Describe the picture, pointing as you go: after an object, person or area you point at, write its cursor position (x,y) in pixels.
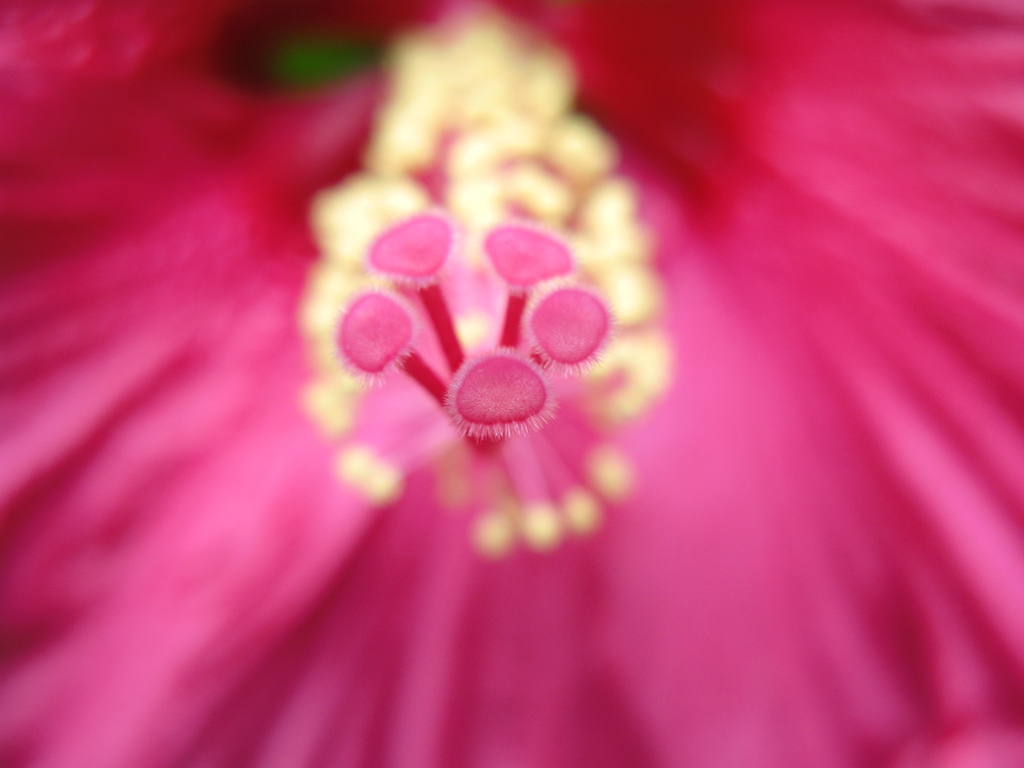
In the picture I can see the pink color flower (434,443) where I can see its anthers (625,233).
